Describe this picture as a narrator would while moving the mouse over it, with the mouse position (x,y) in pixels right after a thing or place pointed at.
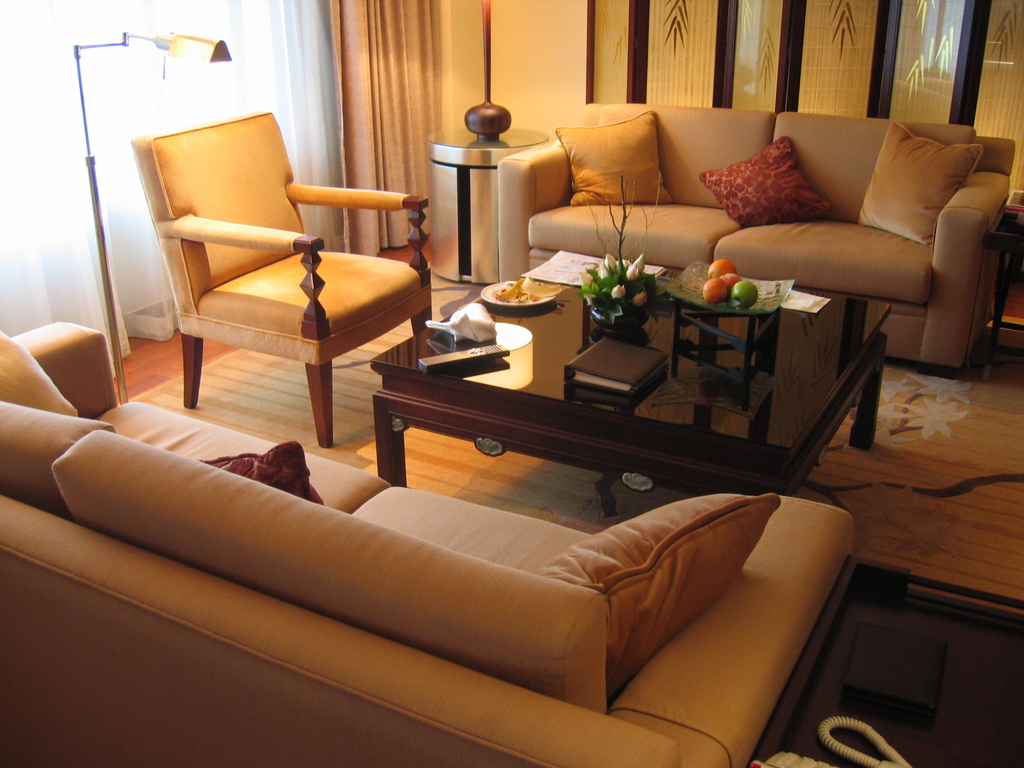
In this picture there is a chair (319,267), sofa (701,157), three pillows (705,175) on the sofa (912,260). There are apples (737,303) in a bowl (714,299), book (634,348), flower pot (619,309), plate (489,299), remote (426,363) and other objects (472,336) on the table (531,393). There is a wire (846,723) on the table (827,710). There is a vase (487,140) on the desk (487,154). There is a cream curtain (392,104) and a stand (97,221).
